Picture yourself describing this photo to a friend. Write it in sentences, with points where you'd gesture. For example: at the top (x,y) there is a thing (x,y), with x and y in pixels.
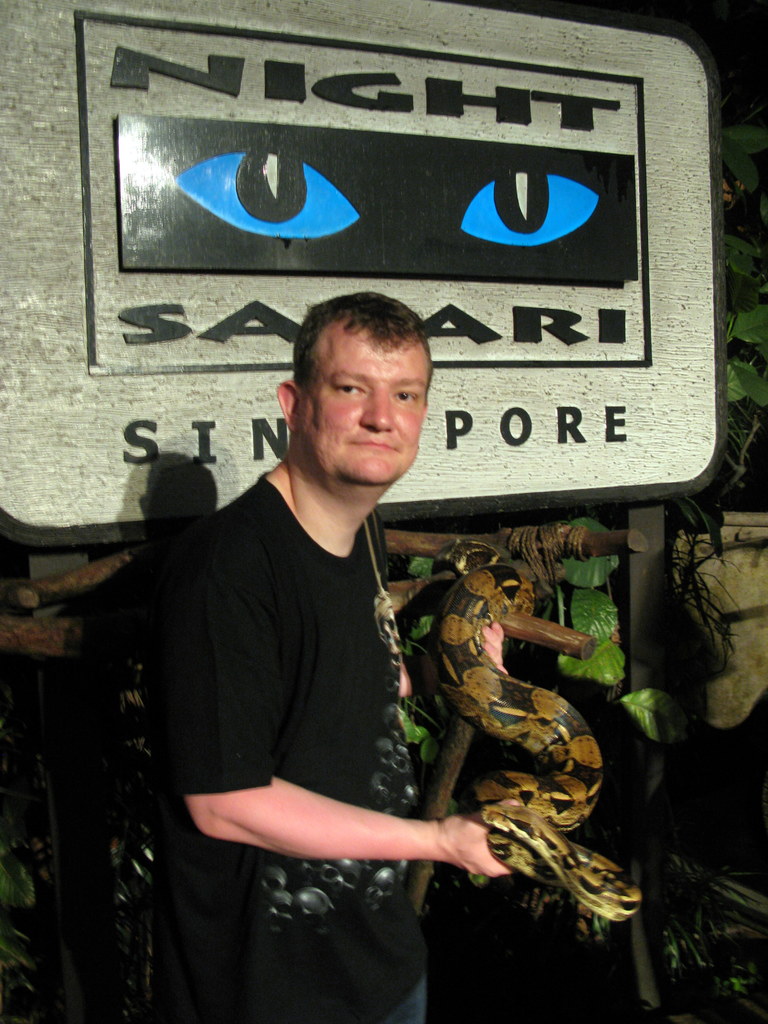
a person (279,885) is standing wearing a black t shirt (272,634), holding a snake (520,719) in his hand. behind him there is a board (605,254) on which night safari Singapore is written. behind that there are plants (746,173).
